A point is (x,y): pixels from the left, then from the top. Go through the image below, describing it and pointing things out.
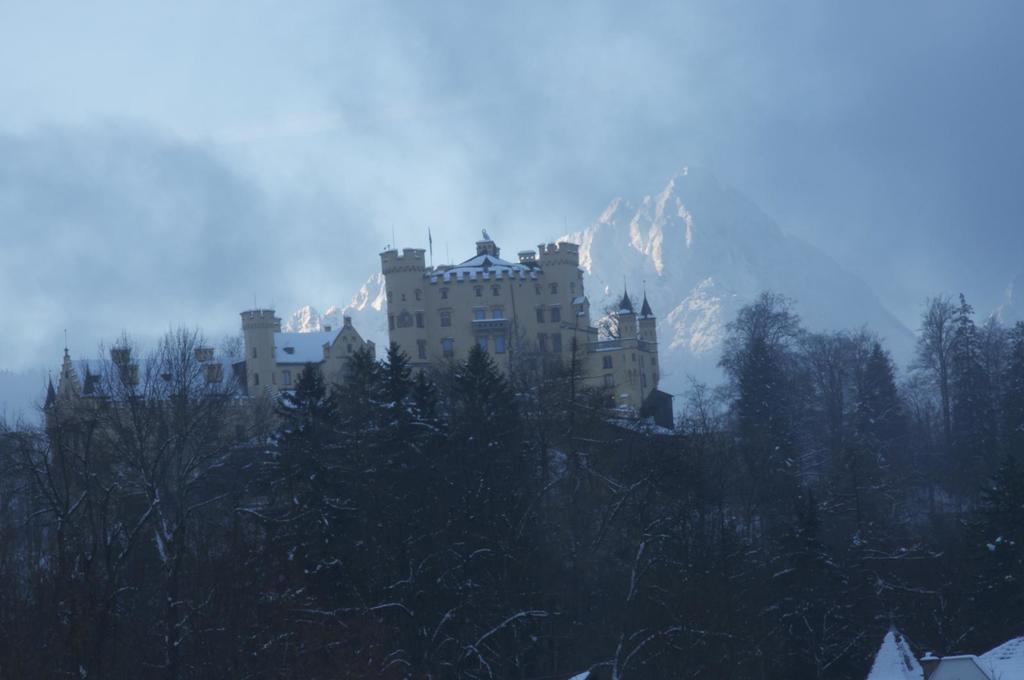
At the bottom (433,481), we see the trees (439,539). In the middle (543,300), we see a building (466,318). In the background (699,311), we see the hills (632,294) or the mountains (730,255). In the right bottom (885,660), we see a building (892,645) in white color.
